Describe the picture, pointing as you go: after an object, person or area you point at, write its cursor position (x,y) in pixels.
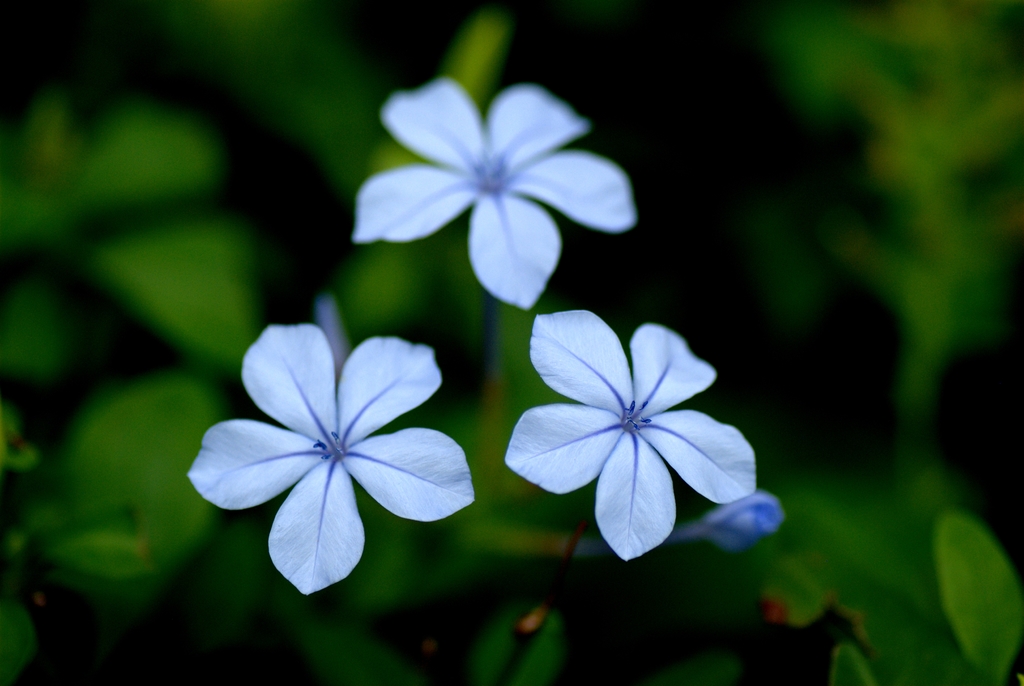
In this image there are plants (484,394) with the flowers (284,367) on it.
